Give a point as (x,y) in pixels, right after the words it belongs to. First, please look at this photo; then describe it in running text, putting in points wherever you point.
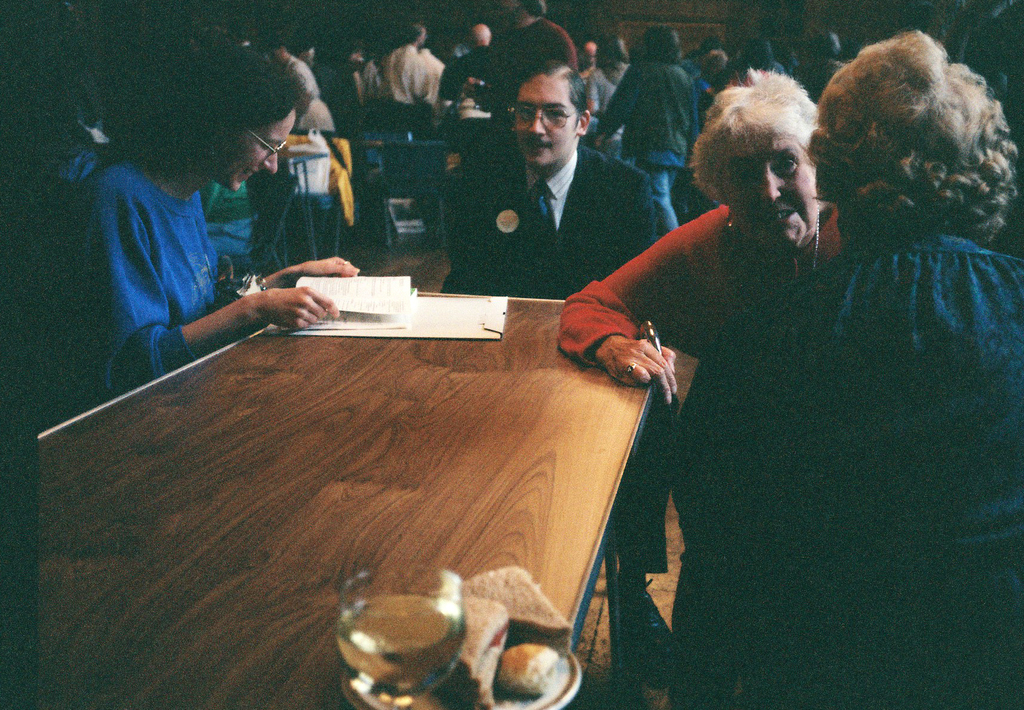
In this image we can see a few people (709,415) sitting around a table (579,470) in which two of them are wearing goggles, there we can books (360,327), some food item (470,658) and a glass (420,648) with some drink (404,629) on the table (457,341), there we can see a few people (474,55) behind them.
